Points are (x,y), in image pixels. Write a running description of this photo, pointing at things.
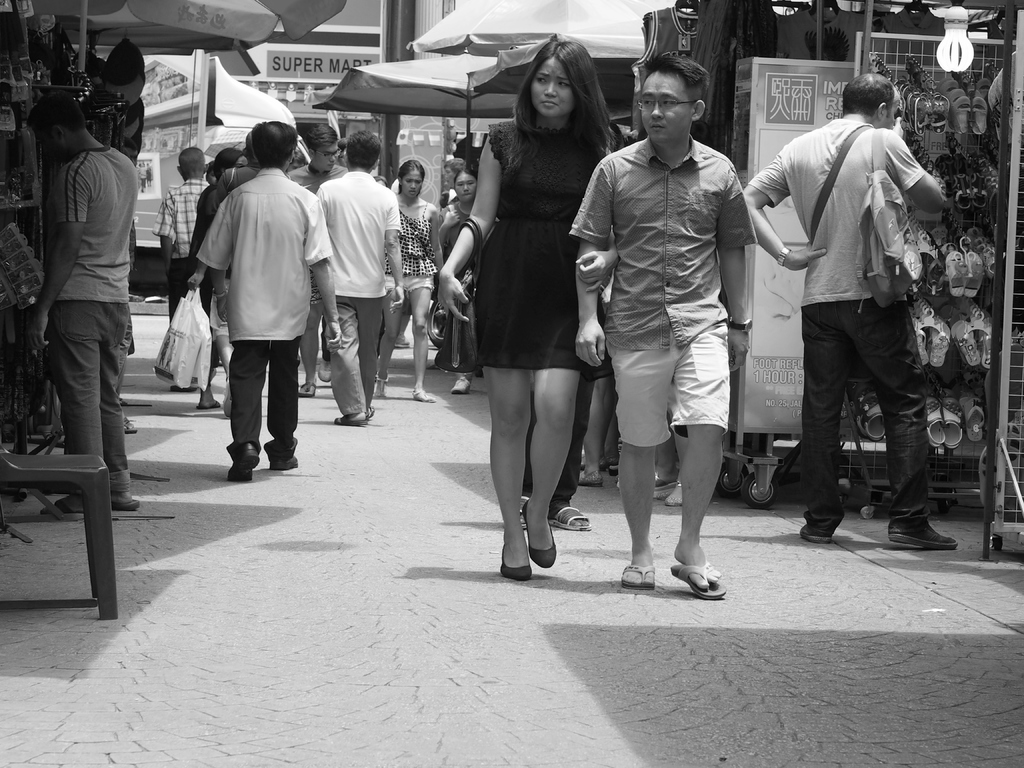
In this picture we can see some people (96,169) are standing and some people (220,289) are walking on the ground (146,352), bulb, stool (30,463), footwear (920,274), umbrellas (523,15) and in the background (267,106) we can see some objects (20,237).
